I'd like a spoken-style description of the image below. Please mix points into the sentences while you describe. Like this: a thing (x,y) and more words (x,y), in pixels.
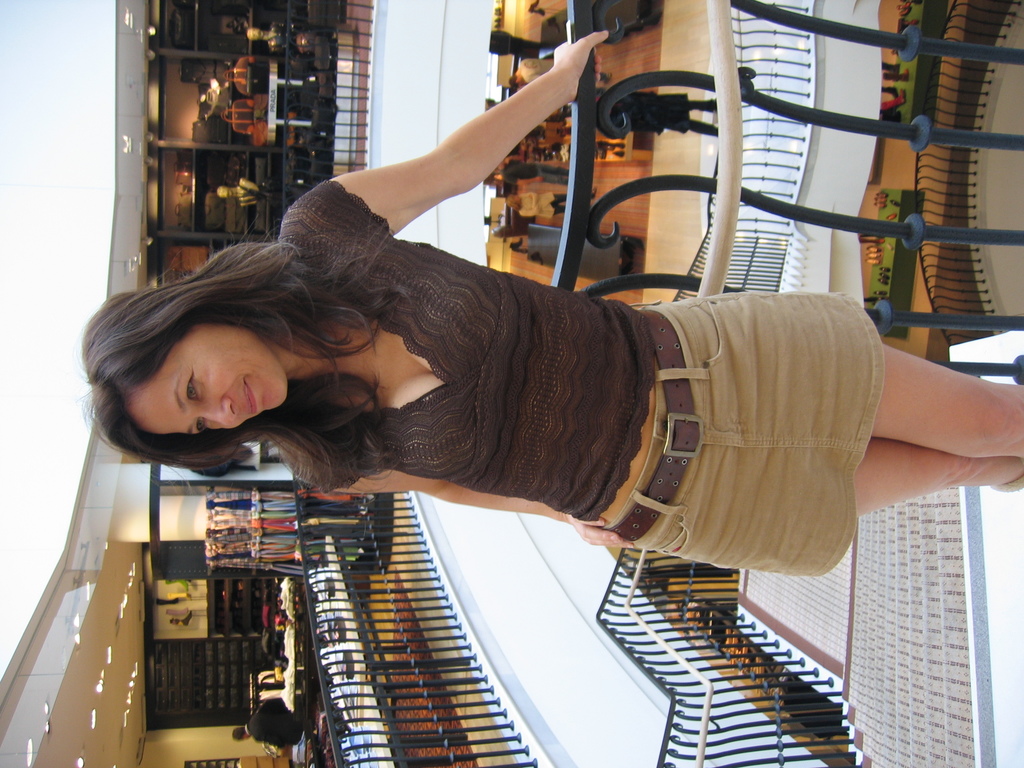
In this image, we can see people (528,295) wearing clothes (281,706). There are safety barriers (573,281) in the middle of the image (674,283). There are clothes (260,514) and bags (247,132) on the left side of the image (267,519). There are lights (130,585) in the bottom left of the image (135,686).
